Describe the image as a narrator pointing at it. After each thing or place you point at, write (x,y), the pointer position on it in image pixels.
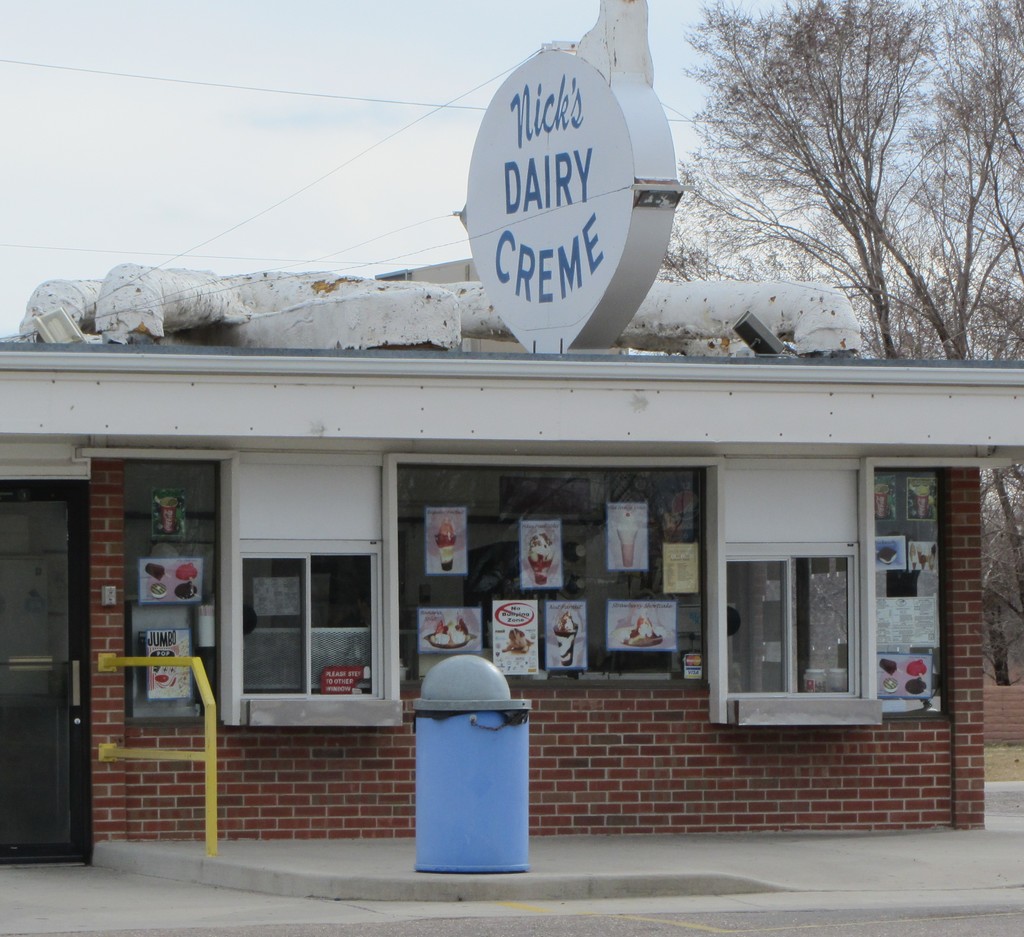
In this image we can see a building (392,662), on the building (565,742), we can see some posters (511,668) and a board (608,296) with text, there are some trees (918,288), wires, windows (658,462) and doors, in the background (311,249), we can see the sky (325,242), in front of the building (562,713) we can see an object (500,677).
